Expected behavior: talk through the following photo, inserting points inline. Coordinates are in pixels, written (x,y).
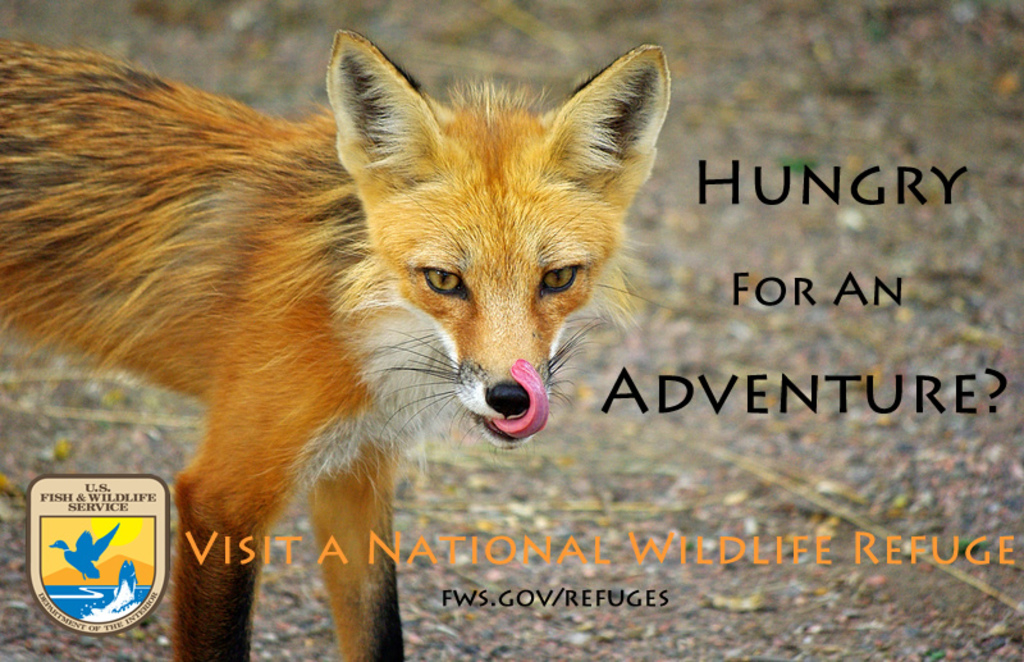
In this image we can see an animal (452,324), logo (164,554), and some text (815,403) written on it.
